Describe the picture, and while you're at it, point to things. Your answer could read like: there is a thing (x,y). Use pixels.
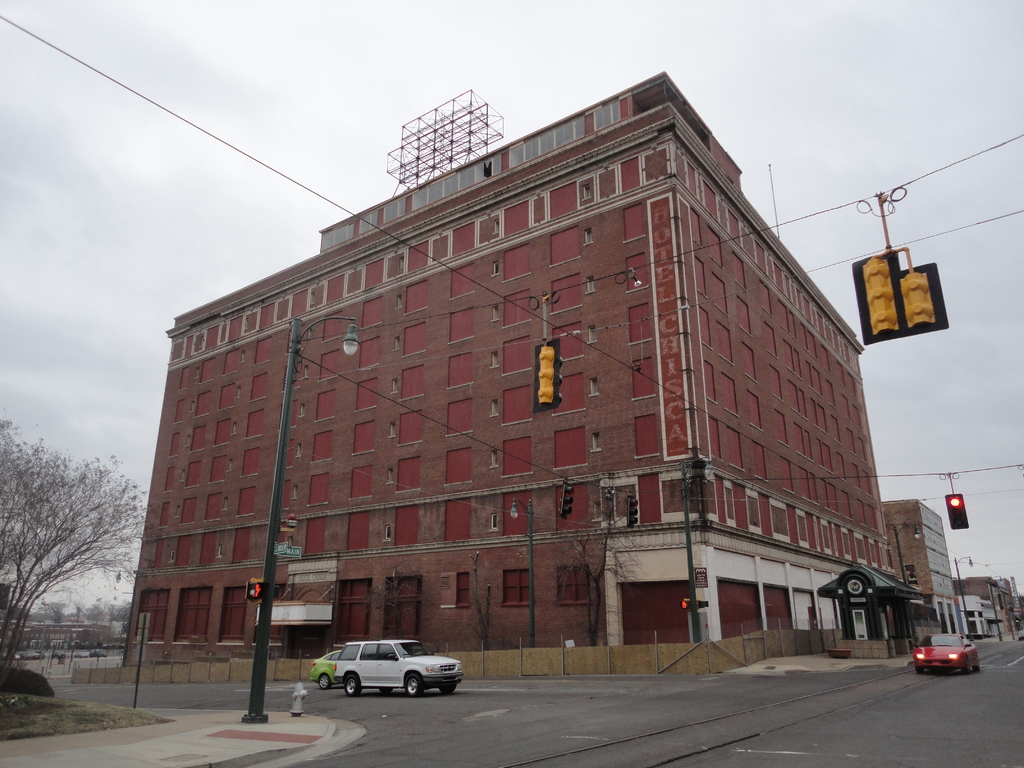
In this image there are buildings (799,588) and we can see poles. There are traffic lights (957,523). At the bottom (415,648) we can see cars (415,648) on the road (845,709). There are trees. In the background (290,81) there are wires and sky (92,150).
